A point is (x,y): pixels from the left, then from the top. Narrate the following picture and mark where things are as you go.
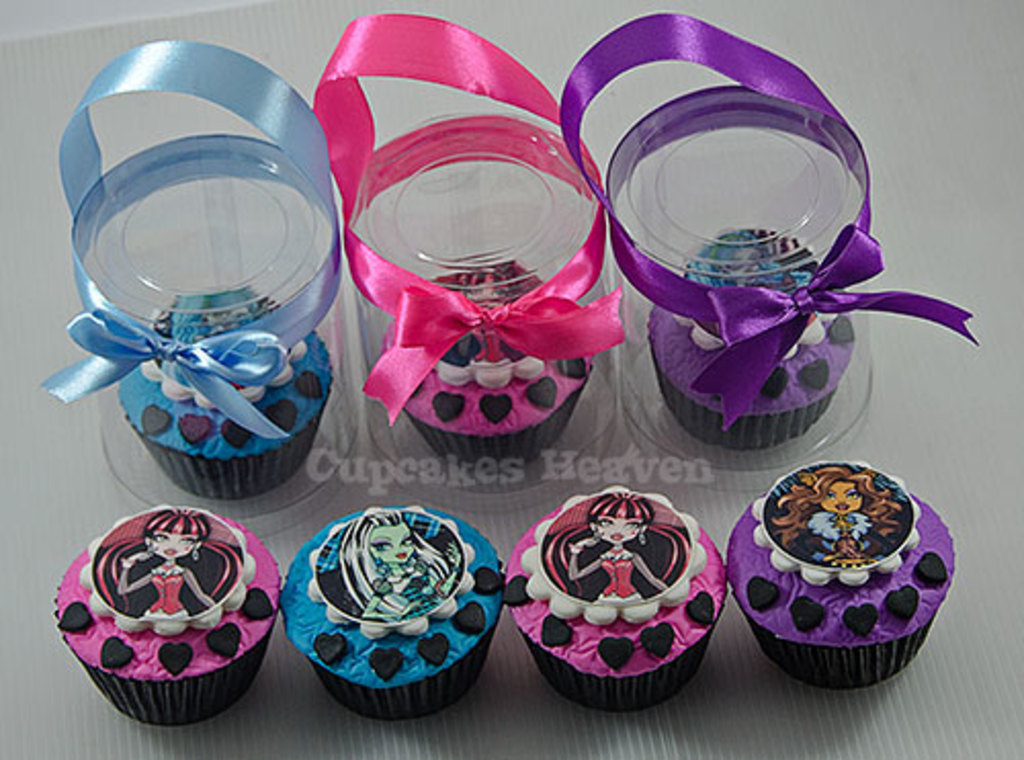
In this image there are muffins (245,537), ribbons (792,76) and jars (211,262) kept on the gray surface (37,475). Inside the jar (125,299) there are muffins (175,384). On the muffins (104,583) there are cartoon pictures (655,552). In the middle of the image (451,466) there is a watermark (321,446).
